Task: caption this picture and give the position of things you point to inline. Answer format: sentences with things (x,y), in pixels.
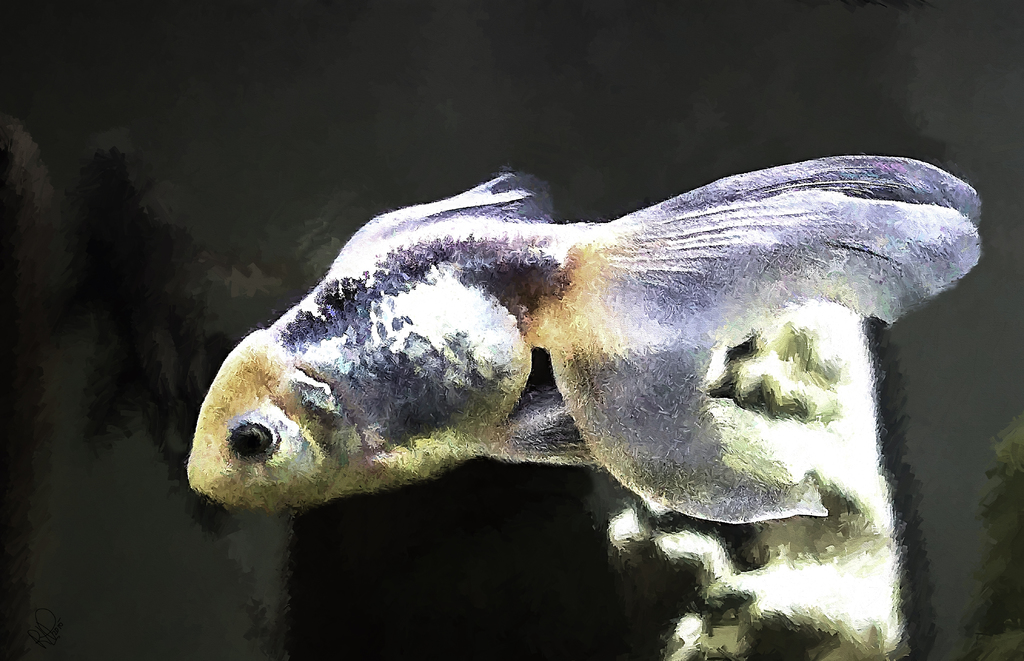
This image consists of a fish (628,389) in blue color. In the background (166,457), there is water (986,345).
